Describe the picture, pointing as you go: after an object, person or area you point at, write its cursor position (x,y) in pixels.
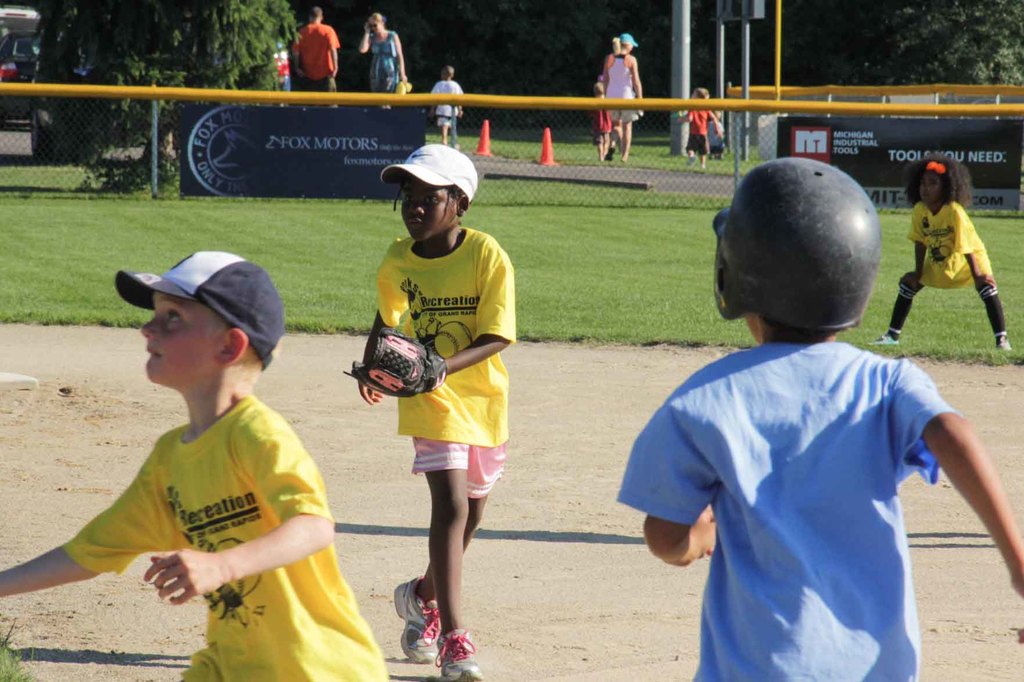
This picture shows few kids (840,511) playing and we see two boys (805,350) and two girls (469,236). They wore caps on their heads (825,210) and a girl (373,390) wore glove (375,363) to her hand (399,347) and we see trees (706,85) and few people (320,41) walking on the side and we see grass (692,250) on the ground (611,263) and few poles (720,38) on the sidewalk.
